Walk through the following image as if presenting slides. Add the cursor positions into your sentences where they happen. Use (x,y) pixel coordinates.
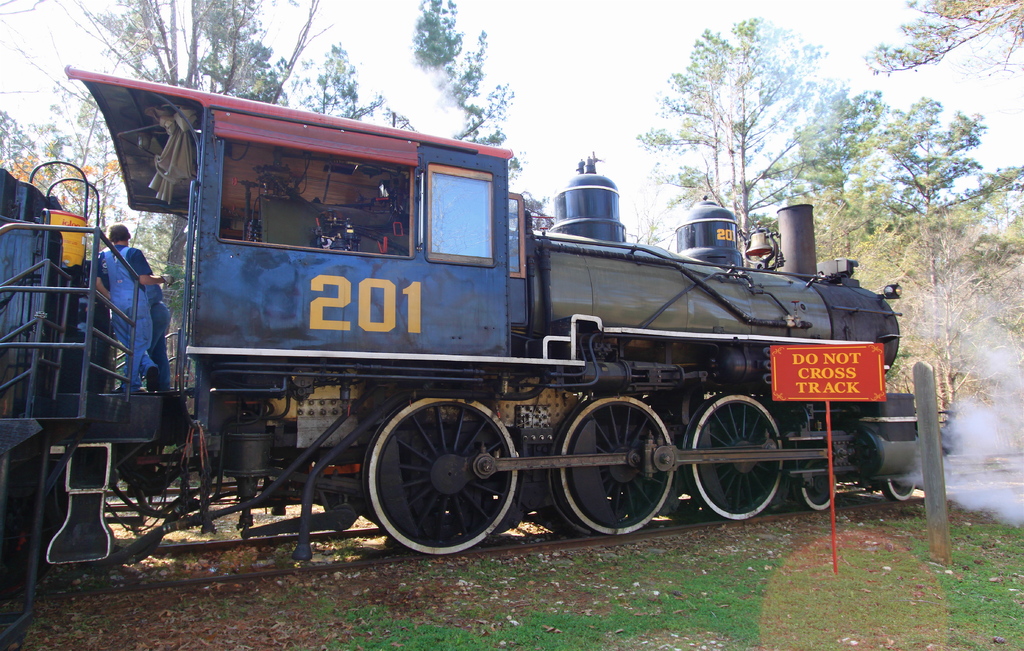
In this picture I can observe a train (400,425) on the railway track (530,523). On the right side (854,376) I can observe a red color board (834,390) and a pole (933,498). There is some smoke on the right side (957,414). In the background (880,243) there are trees (475,123) and sky (550,35).
